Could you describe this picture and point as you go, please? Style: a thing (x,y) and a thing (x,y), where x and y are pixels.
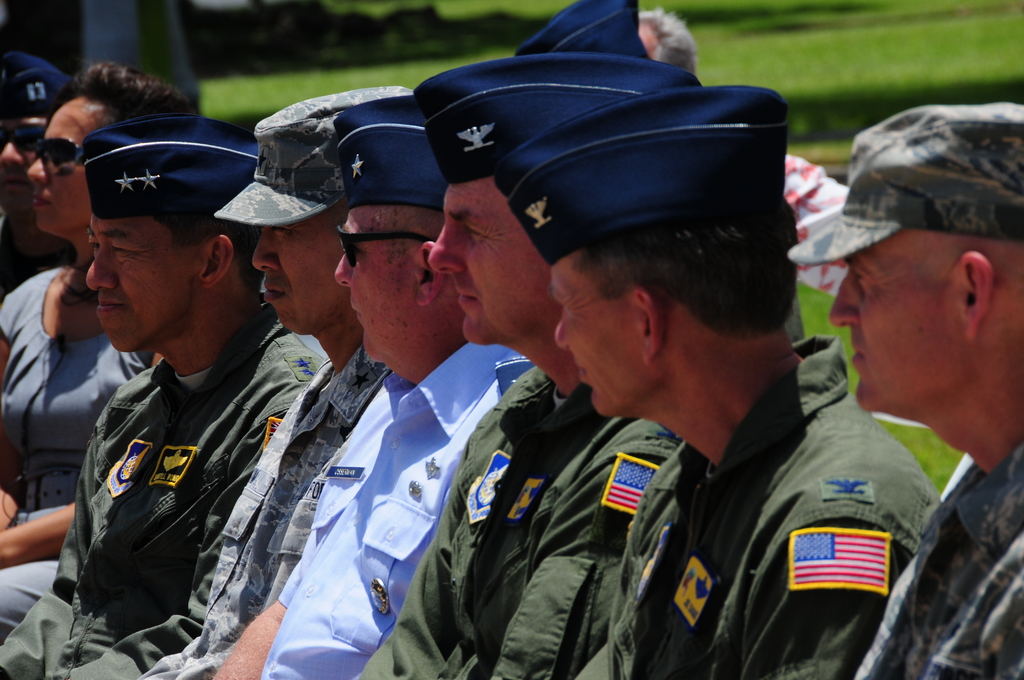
In this image there are so many people (564,538) sitting in row wearing uniform (220,135), behind them there is grass (966,25).
